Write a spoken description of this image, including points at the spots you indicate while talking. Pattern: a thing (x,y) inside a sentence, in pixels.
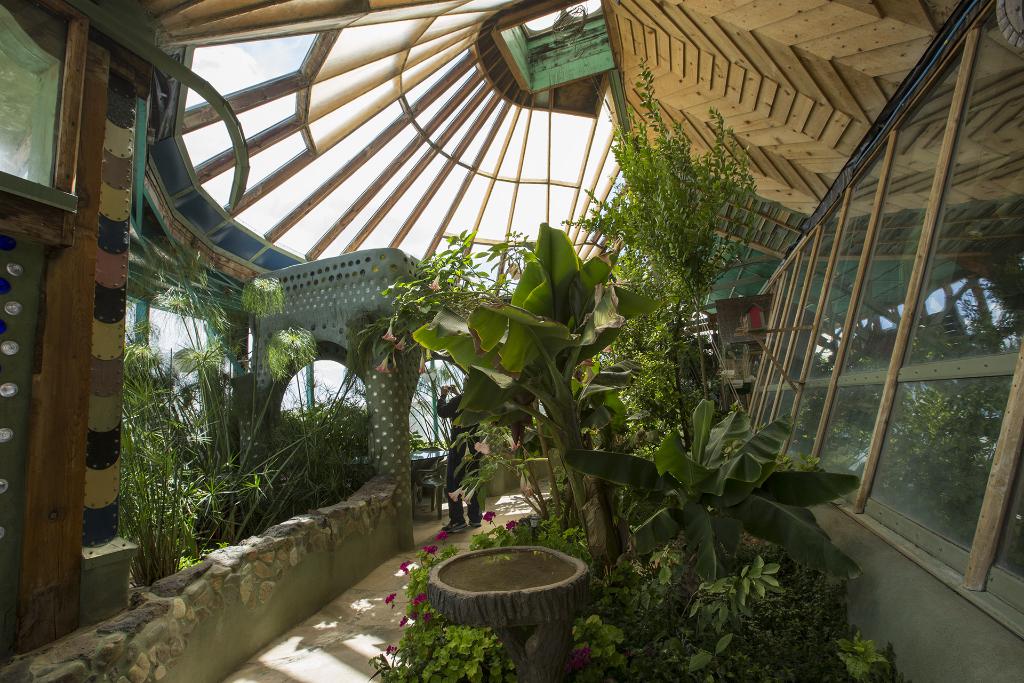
In this image there are plants (303,453), flowers (435,548). On the right side (902,309) there are windows (905,378). In the background (347,342) there is an object (383,396) which is grey in colour and there is a wall (327,553) and there are windows (340,372).
